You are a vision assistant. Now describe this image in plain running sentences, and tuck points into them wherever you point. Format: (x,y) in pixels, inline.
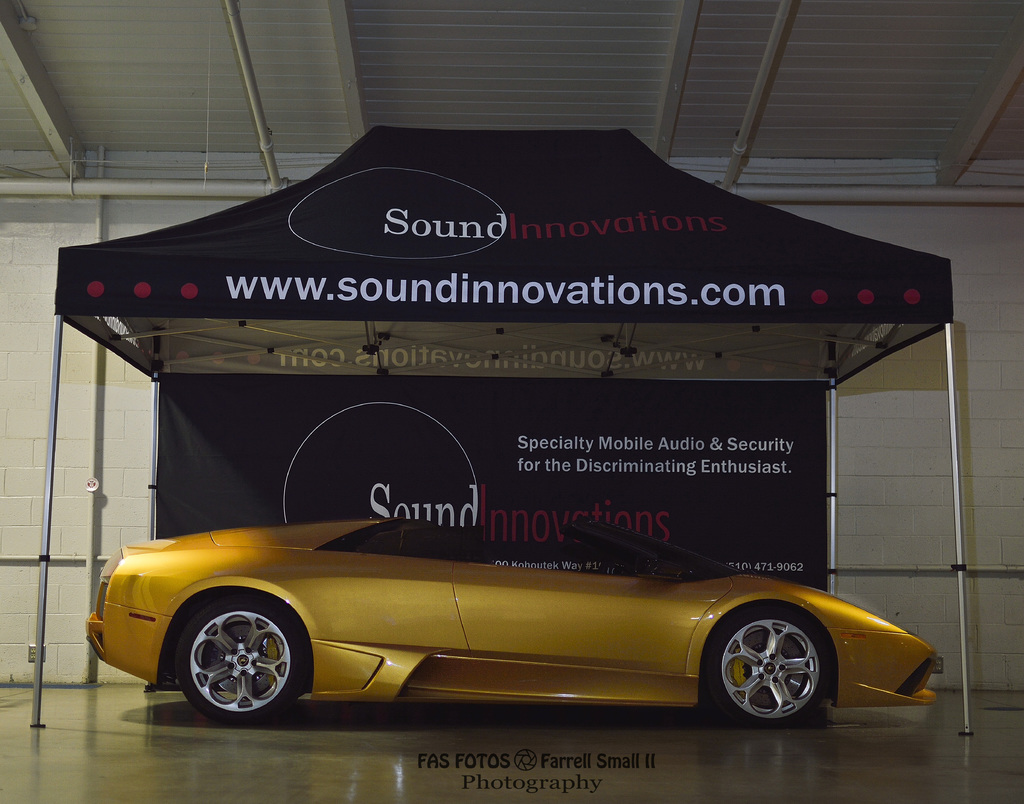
In this picture we can see a car (232,556) on the floor (660,748), banner (172,505), tent (510,336) and in the background (47,393) we can see the wall (850,396).
